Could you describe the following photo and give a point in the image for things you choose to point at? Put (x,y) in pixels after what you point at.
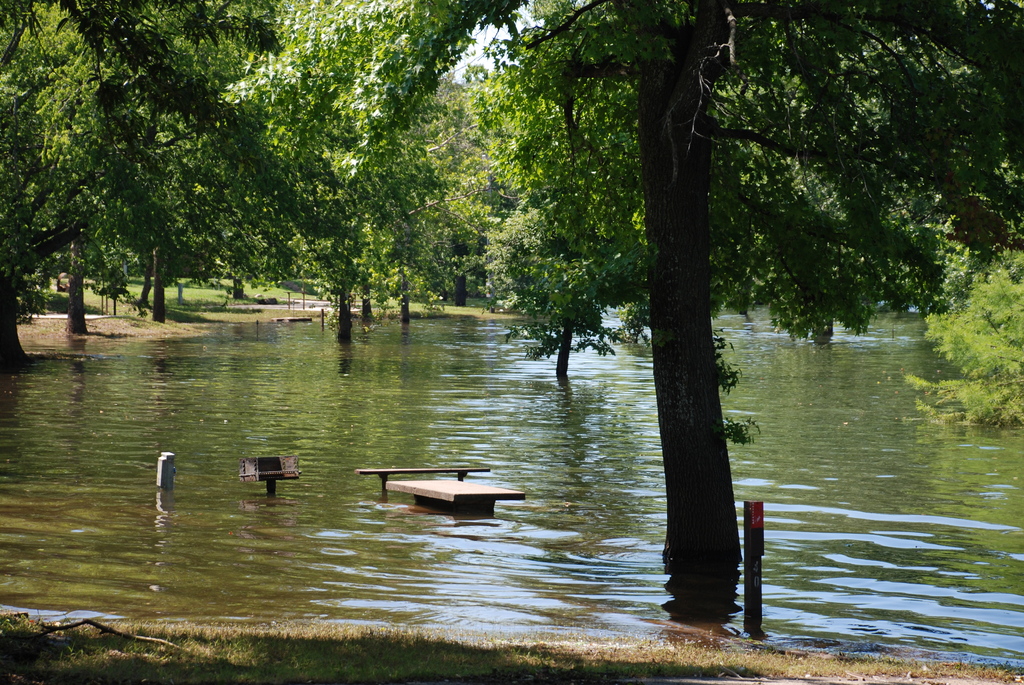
Here, we can see water (262,339) and there are some green trees (478,217).
